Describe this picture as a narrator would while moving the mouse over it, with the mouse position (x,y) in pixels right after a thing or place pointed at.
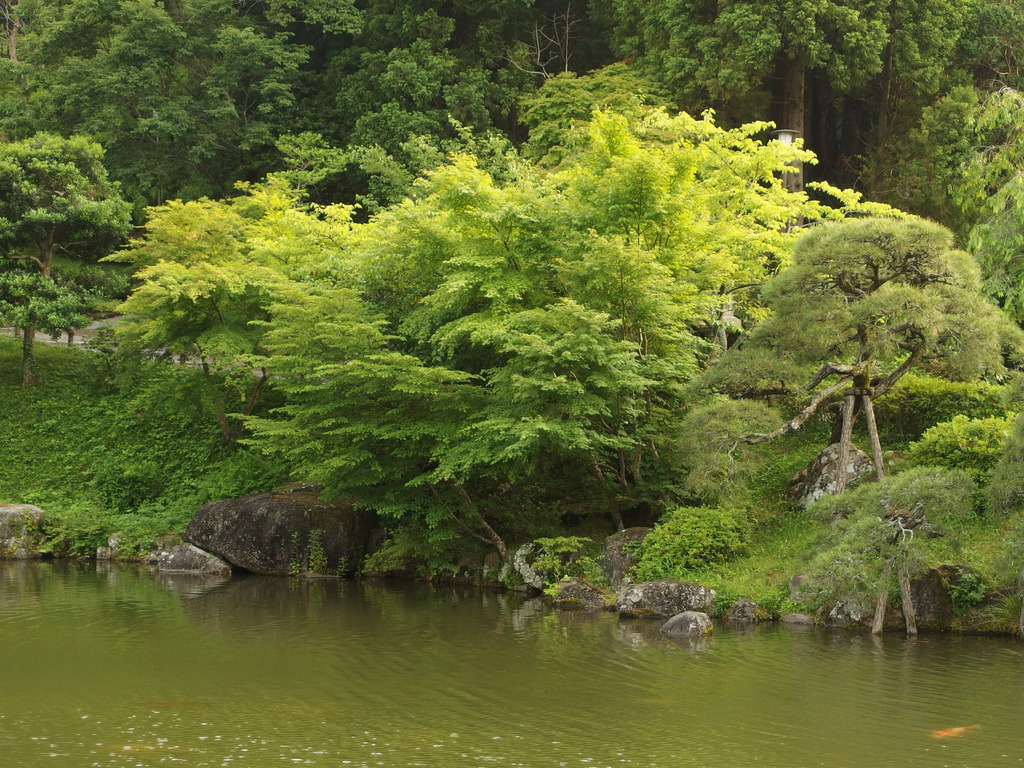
In this picture we can see the trees (548,468), plants (100,430), stones (6,526), branches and water (736,657).
